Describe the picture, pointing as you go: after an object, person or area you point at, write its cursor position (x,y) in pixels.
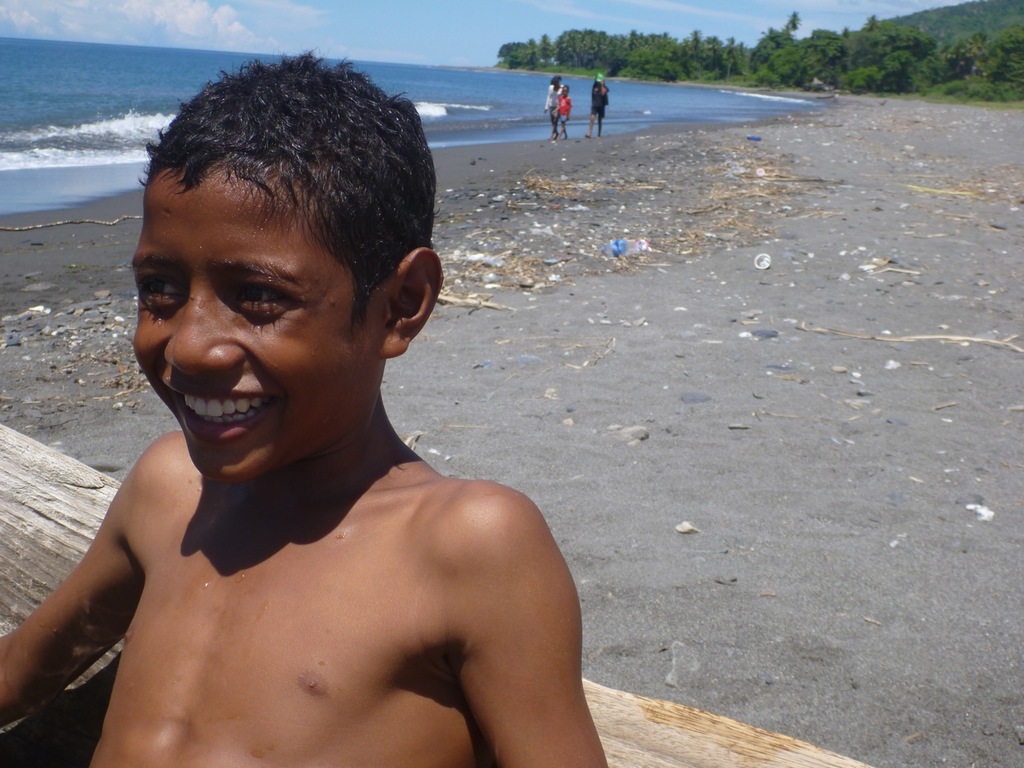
In this image, there is an outside view. There is a kid (357,440) smiling on the left side of the image (221,428). There is a beach (188,68) on the top left of the image (248,56). There are trees (779,80) in the top right of the image (903,81). There are three persons (565,97) in the top right of the image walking on the beach (551,201).
